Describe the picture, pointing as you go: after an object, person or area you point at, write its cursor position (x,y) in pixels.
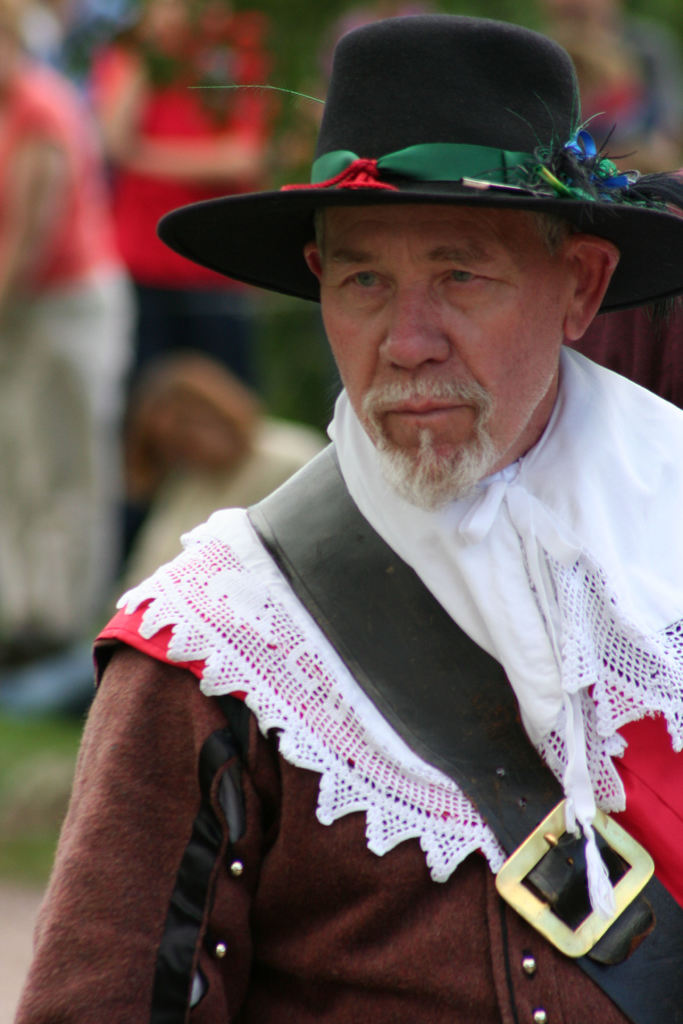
In this picture we can see a man (408,587) with a hat (349,163). Behind the man (295,729), there are some blurred people (87,202).
